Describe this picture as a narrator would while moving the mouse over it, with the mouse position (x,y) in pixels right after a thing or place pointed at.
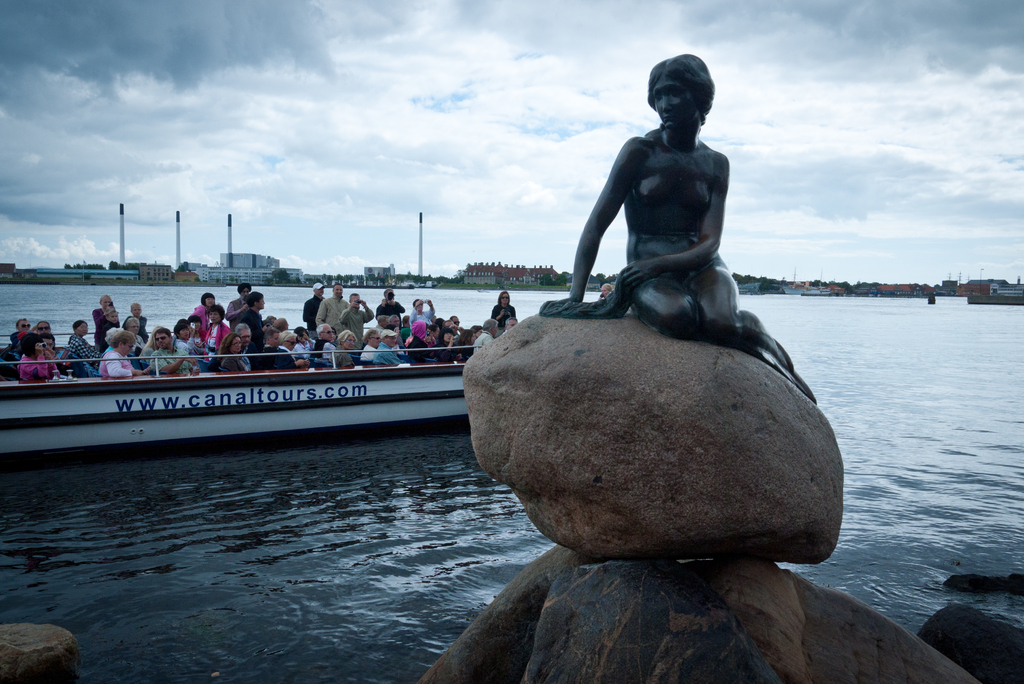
In the picture I can see a statue (668,327) on rocks (649,583). In the background (159,340) I can see people (177,339) on the boat (219,376). The boat (221,402) is on the water (355,460). I can also see buildings (473,275), trees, the sky (342,188) and some other objects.
